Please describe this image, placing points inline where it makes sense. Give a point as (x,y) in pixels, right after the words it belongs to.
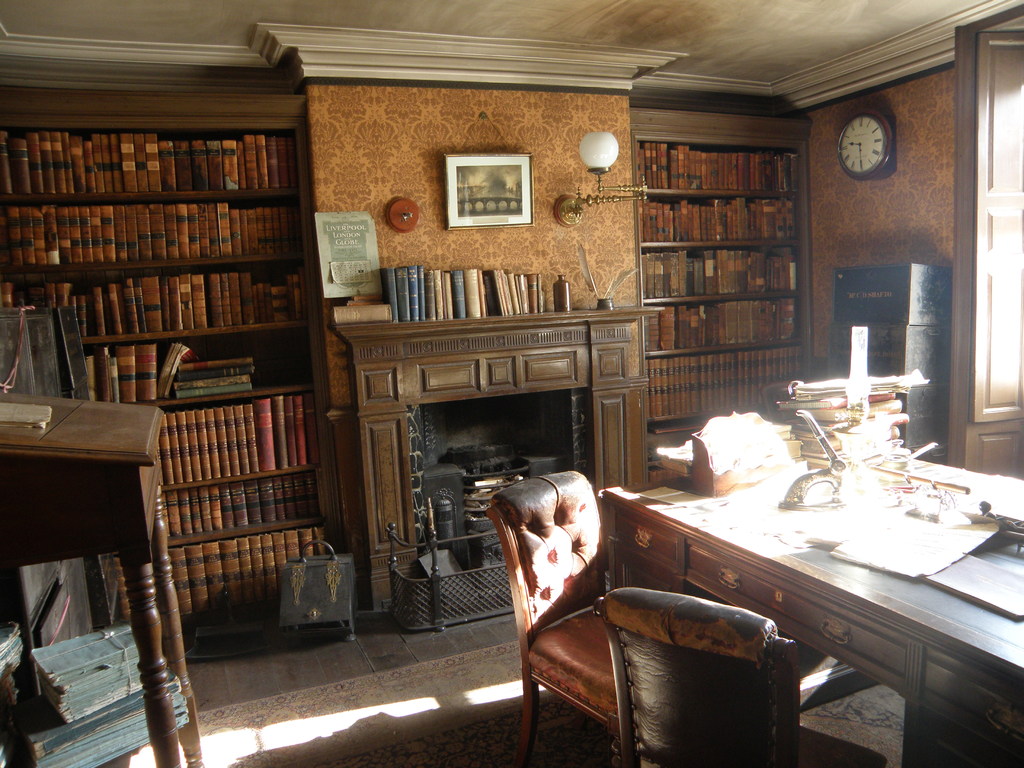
In the picture I can see chairs (582,536), a table (804,475) on which has some objects (883,536) on it, shelves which has books (176,318), a clock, a photo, lights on the wall (864,250) and some other objects (290,627) on the floor (204,685). I can also see a fireplace (517,476). This is an inside view of a room (436,481).
